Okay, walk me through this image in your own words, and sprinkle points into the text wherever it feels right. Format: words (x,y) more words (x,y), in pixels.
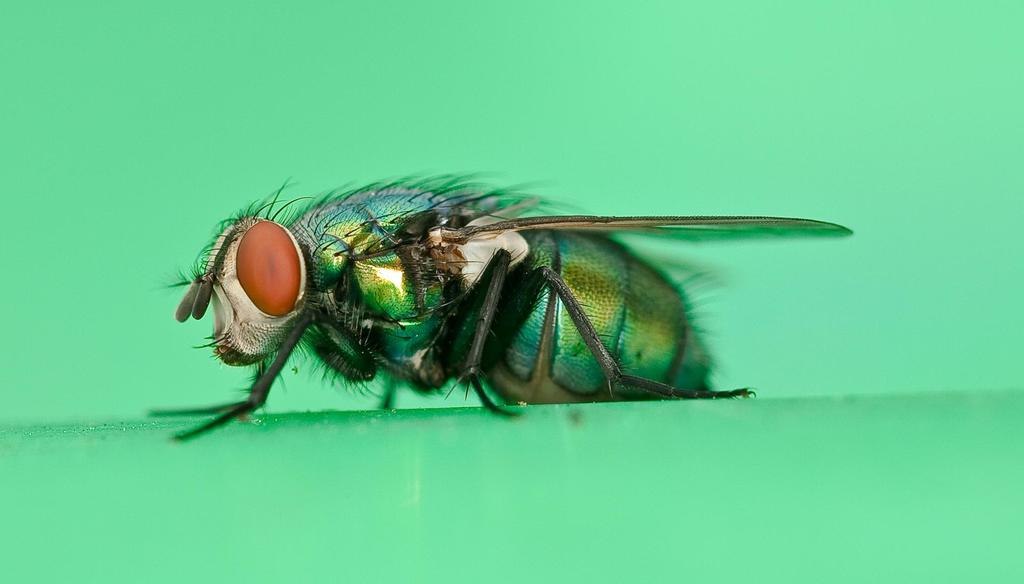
There is a fly (428,216) having orange color eye (274,235), legs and the wing (514,221) on a green color surface (568,413). And the background (87,262) is green in color.
